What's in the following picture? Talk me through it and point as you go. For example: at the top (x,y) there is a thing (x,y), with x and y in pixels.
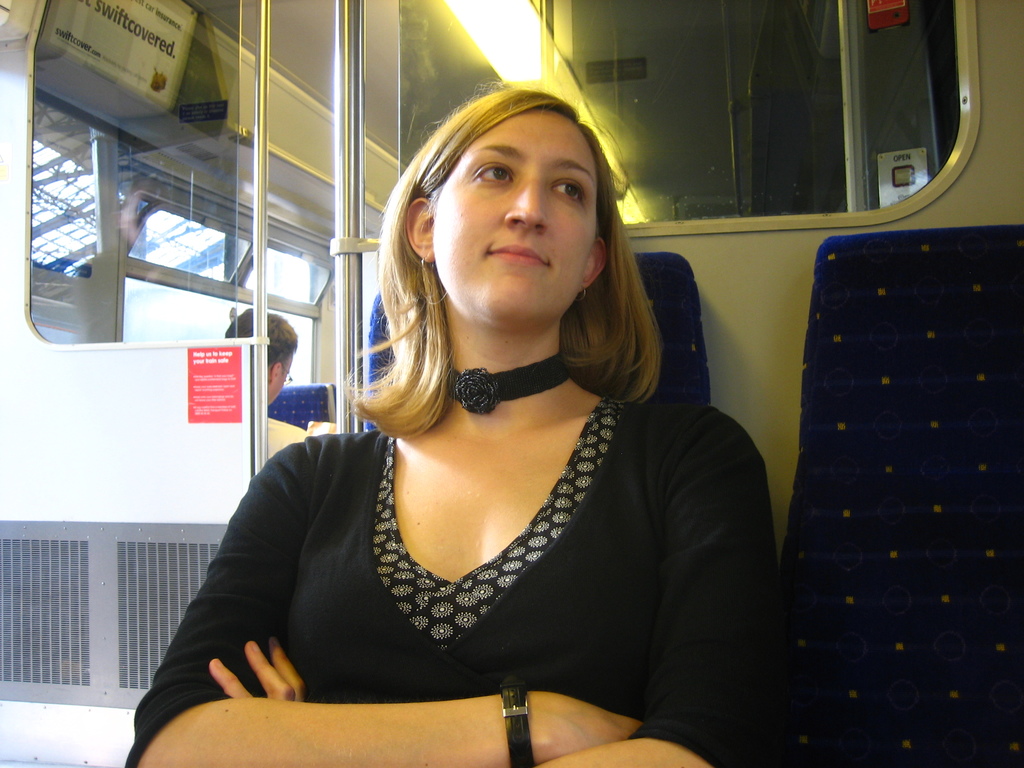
In this image I see the inside view of the public transport (745,225) and I see a woman (397,343) who is sitting and she is wearing black dress (609,486) and I see the lights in the background (509,49) and I can also see the poles (342,307) and I see another chair (865,436) over here and I see few words (151,56) written over here and I see a person (282,343) sitting over here.
